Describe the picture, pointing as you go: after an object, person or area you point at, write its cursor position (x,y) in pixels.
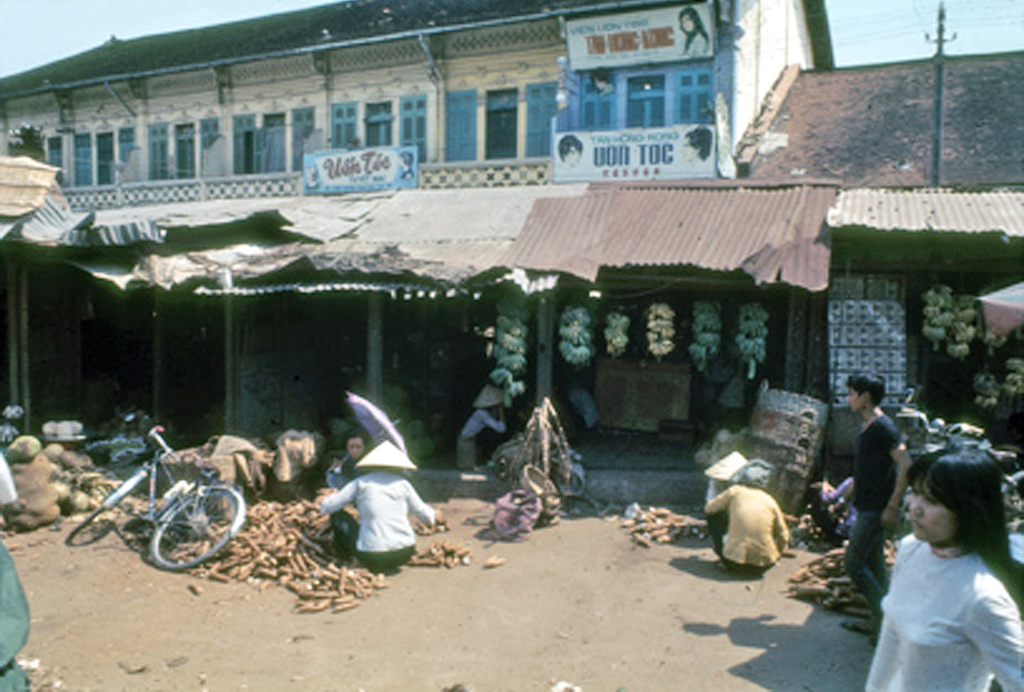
In the center of the image (426,408) there are buildings (614,212) and we can see bananas (520,355). At the bottom (177,513) there is a bicycle (151,522) and we can see people (407,534) sitting on the road (642,554). On the right (961,656) there are two people (961,656) and there are things (423,558) placed on the road (117,575). On the right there is a pole (935,184). In the background (876,63) there is sky (852,19).
